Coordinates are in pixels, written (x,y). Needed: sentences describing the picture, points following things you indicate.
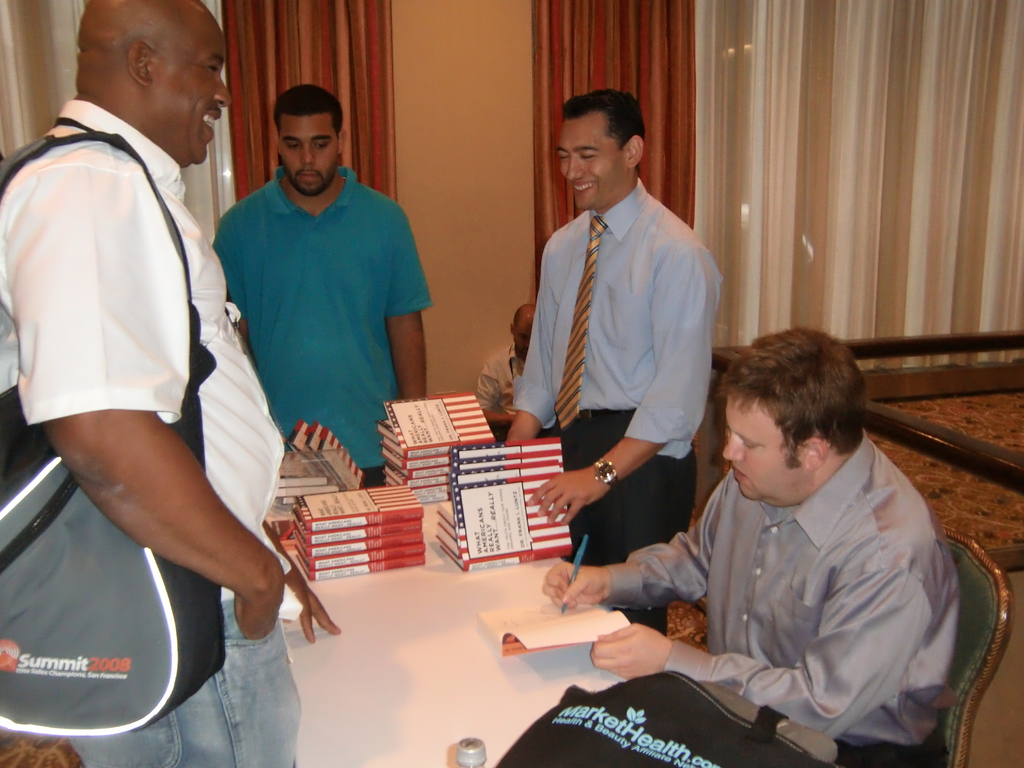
In this picture we can observe five members (329,409). Three of them are standing and two of them are sitting near a table (367,585). There are some books (402,532) placed on the table (408,694). In the background (580,73) we can observe brown and white color curtains (620,77) and a wall (467,85).
